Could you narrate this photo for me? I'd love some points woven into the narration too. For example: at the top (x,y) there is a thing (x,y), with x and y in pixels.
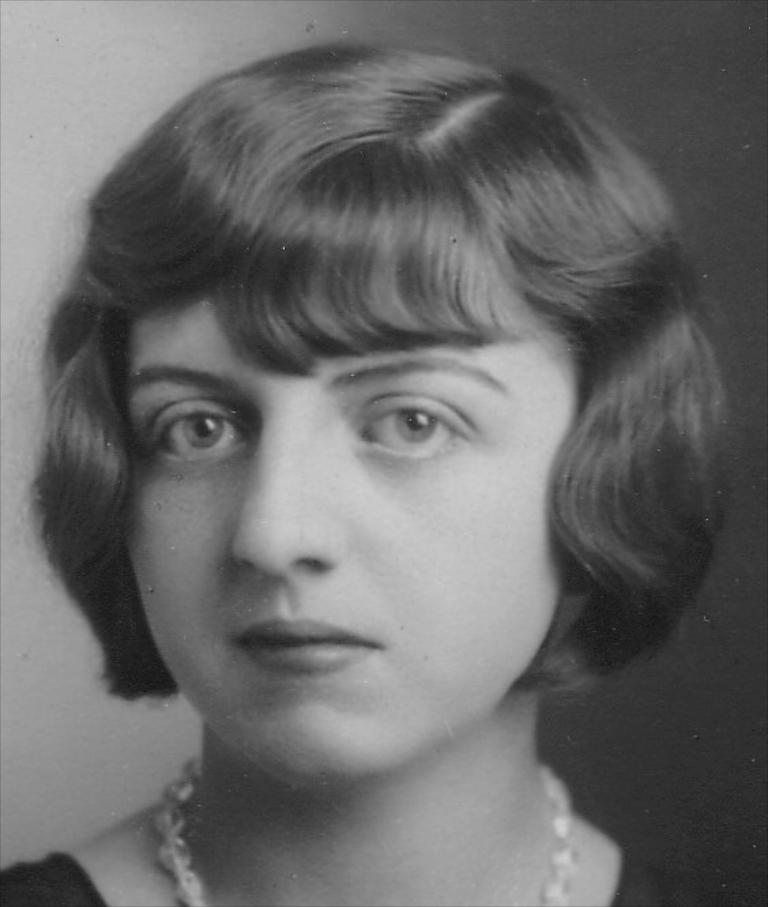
This is a black and white picture. We can see a woman (331,536). Behind the woman (258,633) there is the blurred background (689,768).
